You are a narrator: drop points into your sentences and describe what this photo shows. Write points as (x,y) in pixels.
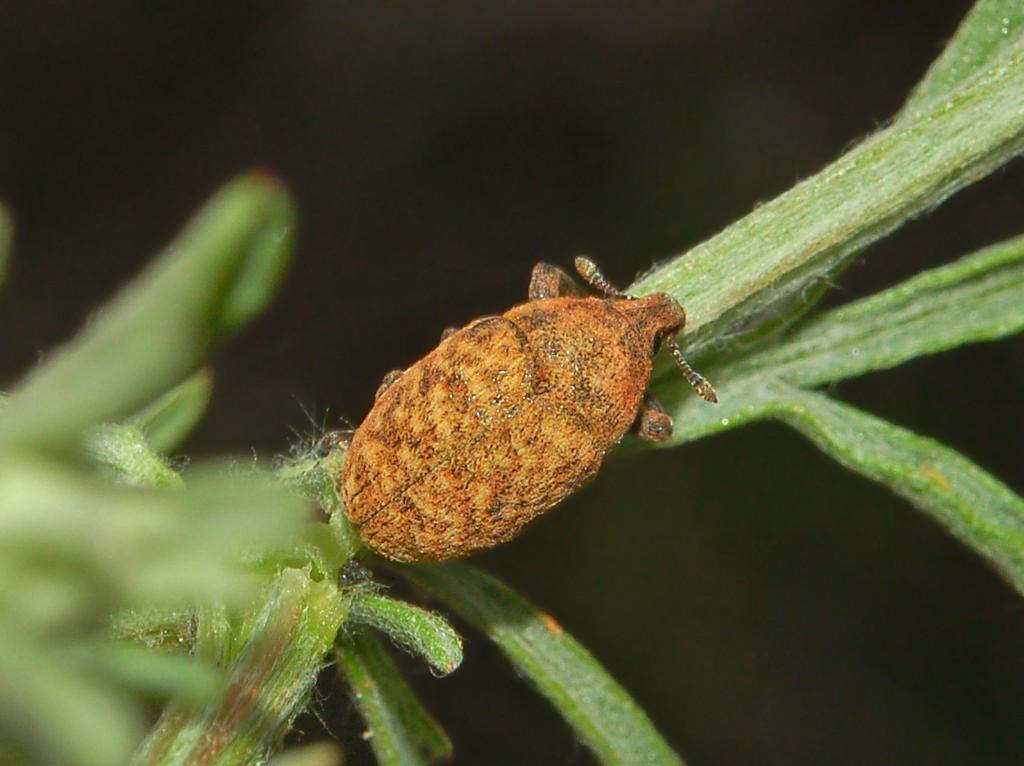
In the center of the image (682,433) we can see one plant (70,392). On the plant (273,603), we can see one insect (411,474), which is in brown color.
